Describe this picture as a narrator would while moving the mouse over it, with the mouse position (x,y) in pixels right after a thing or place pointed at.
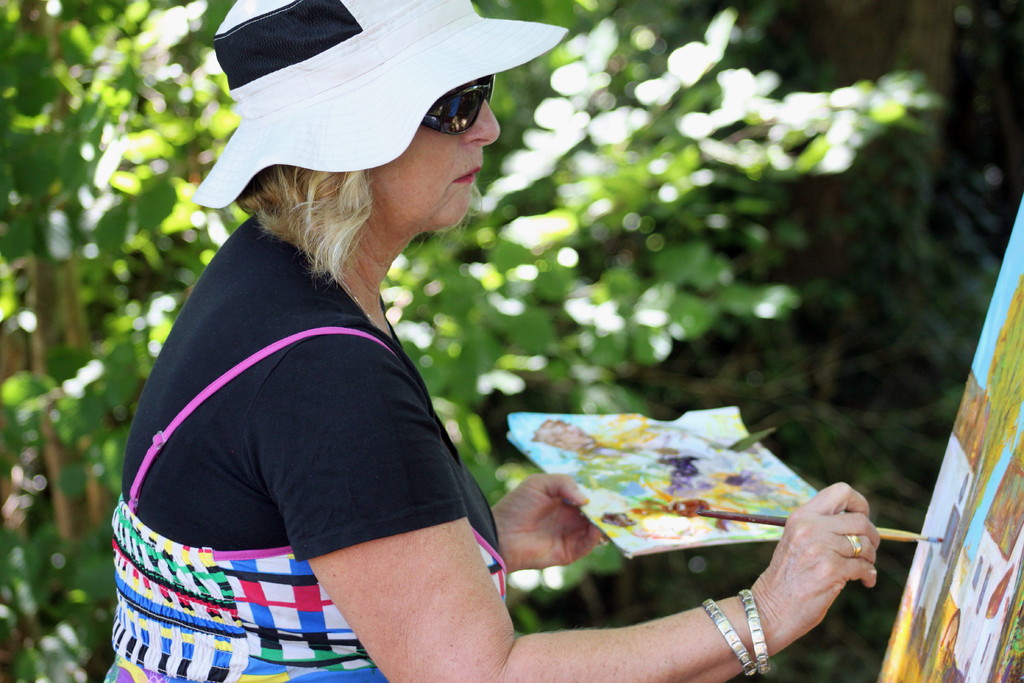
In this image we can see a woman (398,406) wearing black color T-shirt (275,430) and multi color dress (246,611), also wearing black color goggles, white color hat (327,129) painting on the board (1008,514) by holding brush (901,535) and paints (628,440) in her hands (809,511) and in the background of the image (878,638) there are some trees (635,301).
